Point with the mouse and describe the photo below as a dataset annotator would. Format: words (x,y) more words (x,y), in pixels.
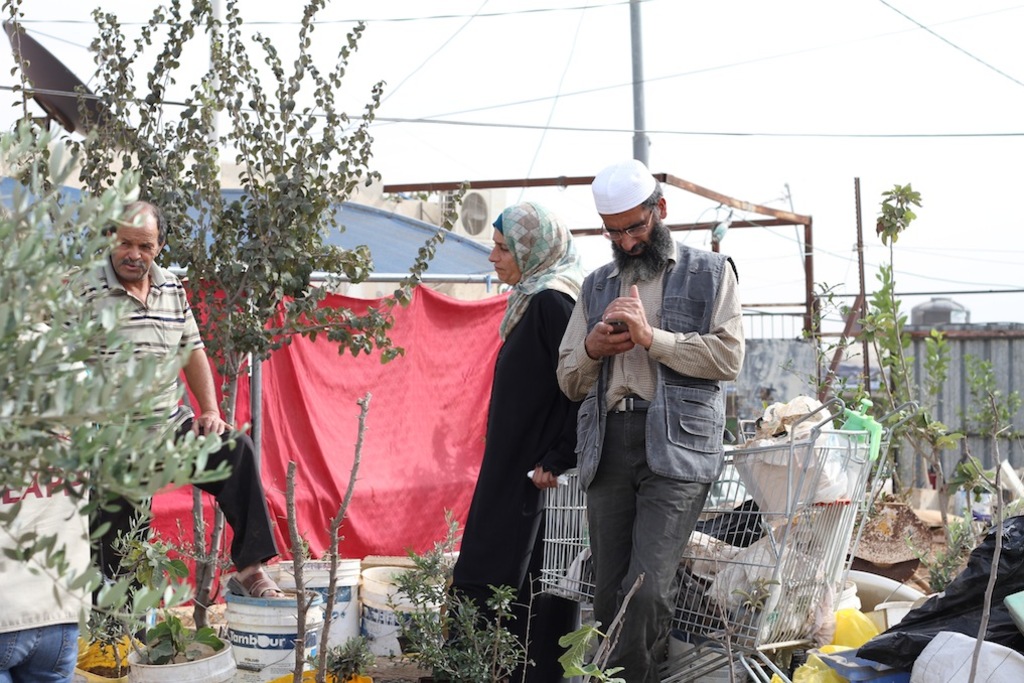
In this picture there is a man (634,215) wearing grey color vest (612,283), standing and looking in the mobile phone (609,324). Beside there is a woman (541,432) standing and wearing a black color gown dress (500,551). Behind there is a red color curtain (479,426) and on the right side (864,464) there is a shopping trolley (789,519) and some plants (888,338). On the left side (172,348) we can see a man (120,307) standing and looking to the right side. In the front (288,663) there are some white color buckets (277,662) and in the background (761,334) there is a pipe shed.
